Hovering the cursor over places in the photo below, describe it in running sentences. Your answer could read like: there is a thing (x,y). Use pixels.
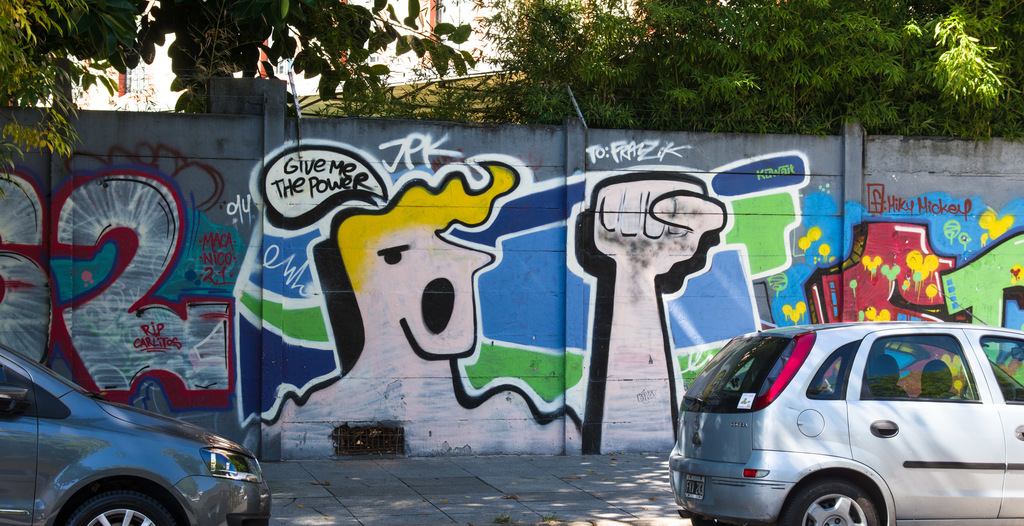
In this image in front (913,377) there are cars (701,450). In the background of the image (464,264) there is a wall (432,217) with painting (438,247) on it. There are trees (352,50) and buildings (468,14).
